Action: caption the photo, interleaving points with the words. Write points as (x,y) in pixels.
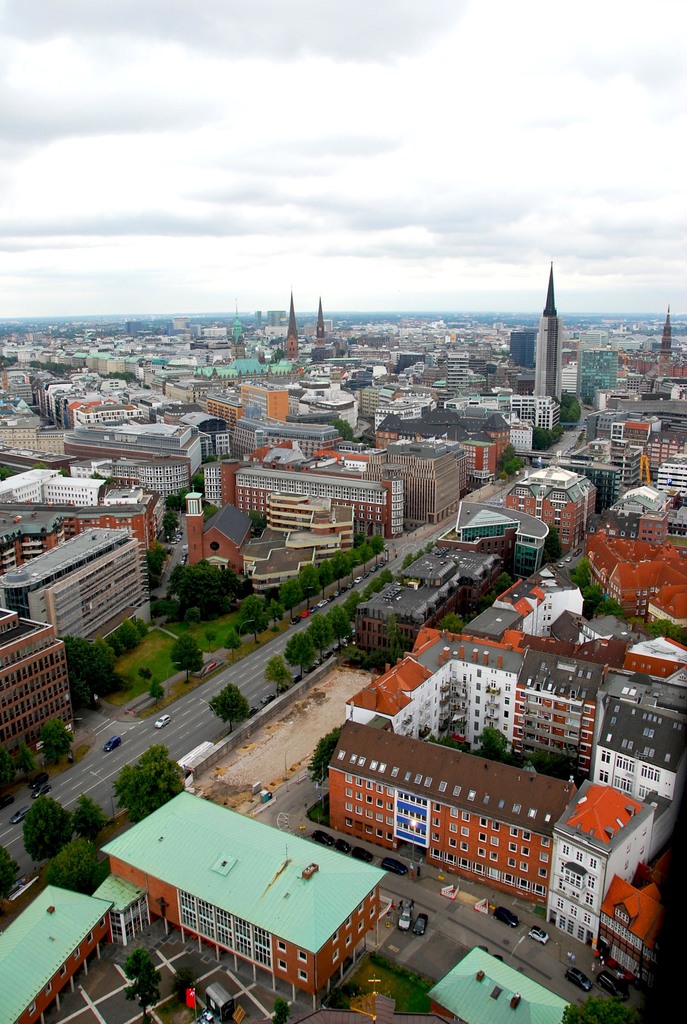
This is an aerial view, in this image there are houses (523,658), towers (561,348), buildings (552,602), cars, roads (288,807), trees (344,566) and the sky (311,190) are visible.
